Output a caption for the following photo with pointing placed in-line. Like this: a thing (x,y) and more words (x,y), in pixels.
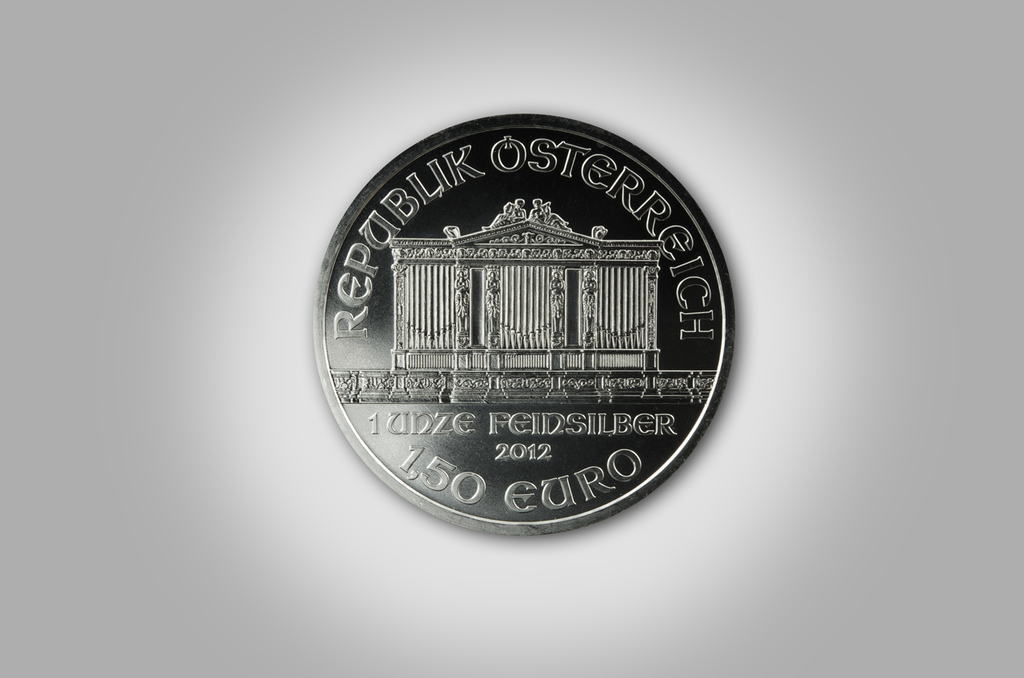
In this image I can see a coin (369,324) with some text (534,155) and a structure (495,276) of a building (502,315). The background (800,164) is in white color.
